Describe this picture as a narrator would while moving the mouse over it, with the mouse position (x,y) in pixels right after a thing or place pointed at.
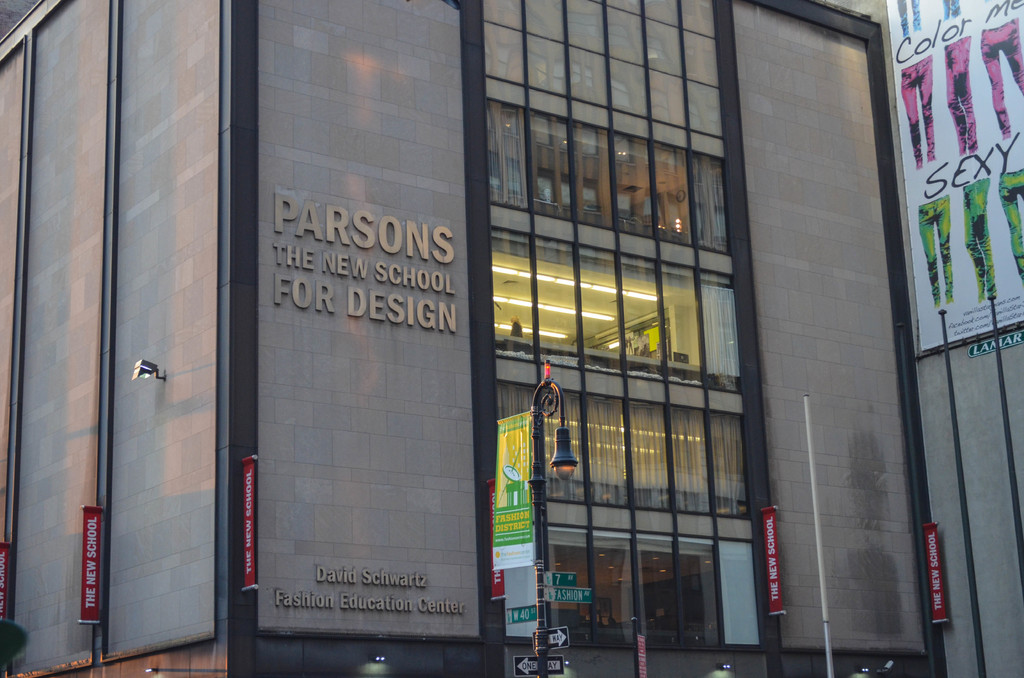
In this image there is a street light (561,447) having few boards (522,519) attached to the pole (538,484). Right side (908,396) there are poles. Right top there is a banner (969,327) attached to the wall (927,396) of a building (942,402).
